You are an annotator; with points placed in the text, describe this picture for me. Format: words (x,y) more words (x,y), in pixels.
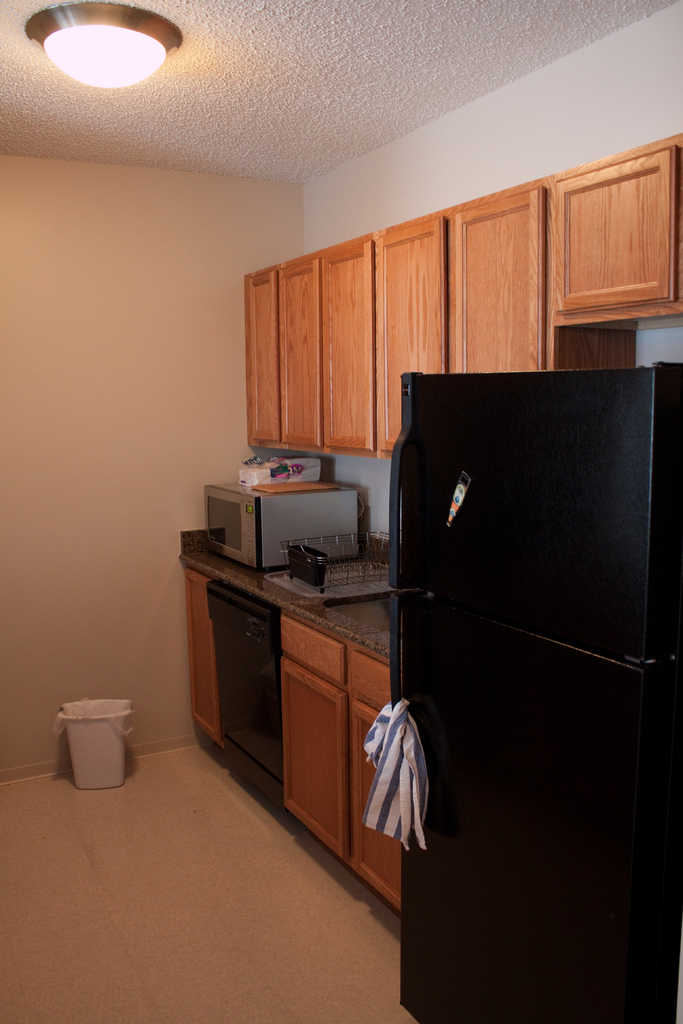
In this image we can see an oven (334,550) and some objects (344,558) placed on the countertop (337,629). We can also see a refrigerator (526,907), cupboards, a trash bin (89,765), a wall (54,712) and a ceiling light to a roof (9,115).
